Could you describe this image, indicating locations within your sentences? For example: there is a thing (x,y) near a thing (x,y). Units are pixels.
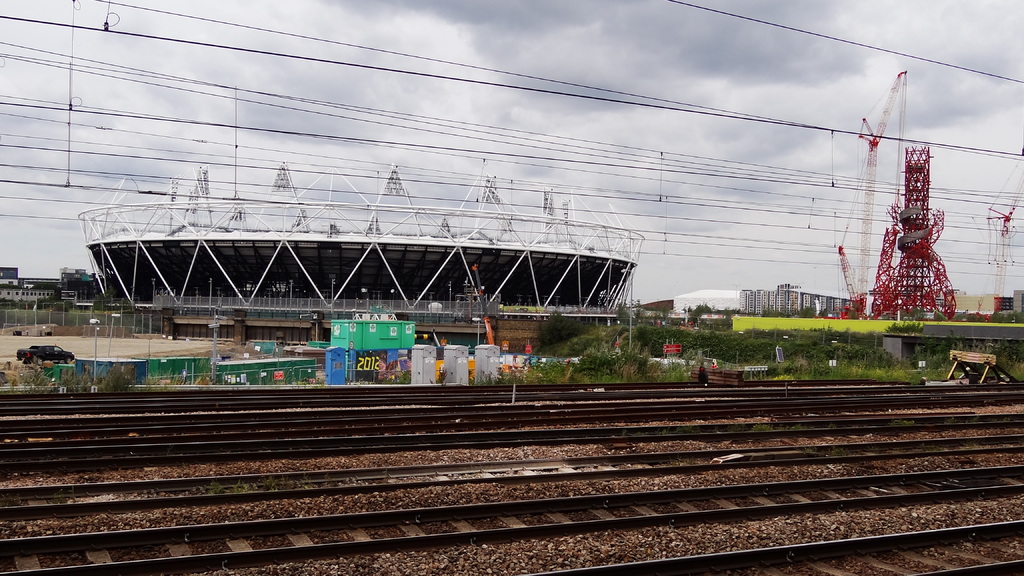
In front of the image there are train tracks (220,549). Behind the tracks (607,470) there are bushes (624,372), containers (181,367), car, electrical boxes (488,363). In the background of the image (555,307) there is a stadium (389,299), buildings (722,294), trees (719,334) and a metal structure (890,289). At the top of the image (609,146) there are electrical cables (530,156) and there are clouds (563,78) in the sky (584,78).
